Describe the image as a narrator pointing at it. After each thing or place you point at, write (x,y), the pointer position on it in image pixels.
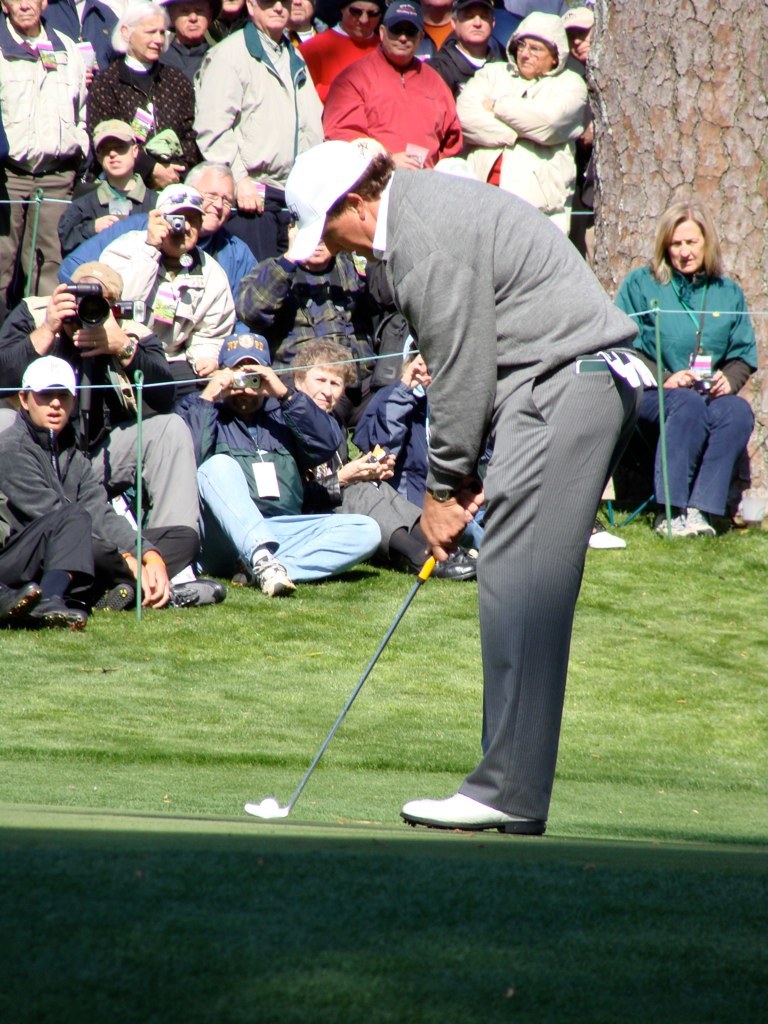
In this image there is a man (461,503) standing on the ground (237,771) and playing the golf. In the background (225,309) there are few people (140,283) taking the pictures with the cameras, while the other people (372,85) are standing and watching the game. On the right side (697,101) there is a tree (669,101). On the ground (707,687) there is grass (731,699).
